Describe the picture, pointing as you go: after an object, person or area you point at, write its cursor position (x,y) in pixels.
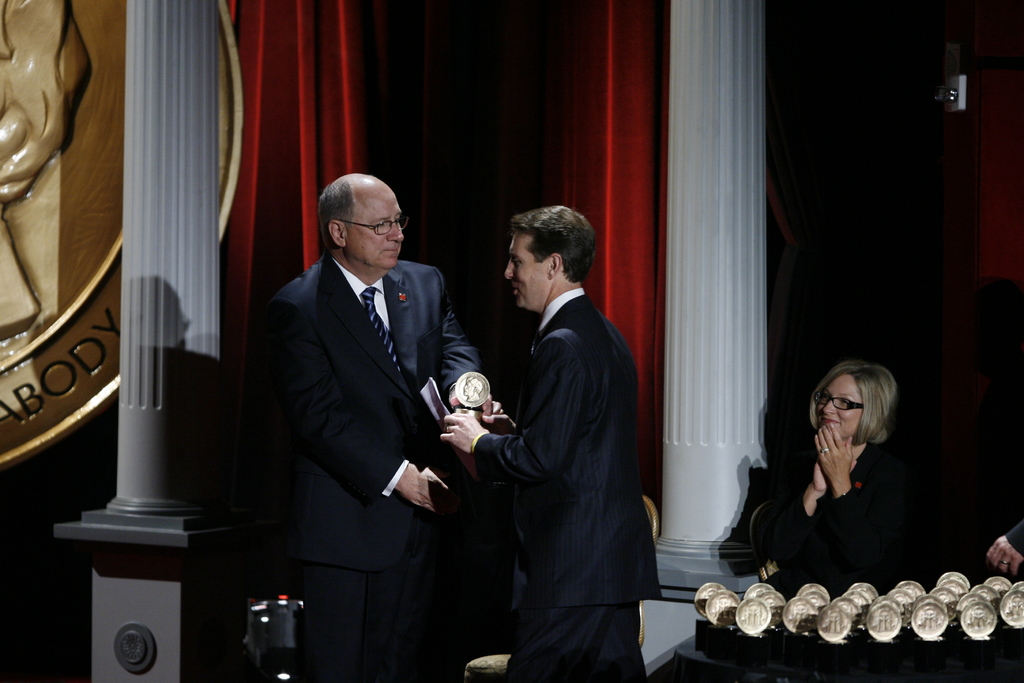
In this image I can see two men (385,279) are standing in the centre (366,376) and I can see both of them are wearing formal dress (394,500). I can also see both of them are holding a shield (462,387). On the right side of this image (869,531) I can see a woman (867,361) and in the front of her I can see few more shields (779,617). In the background (676,109) I can see two white colour pillars (207,62), red curtains (521,90) and on the left side of this image (98,11) I can see a golden colour thing (103,307), I can also see something is written on it.
